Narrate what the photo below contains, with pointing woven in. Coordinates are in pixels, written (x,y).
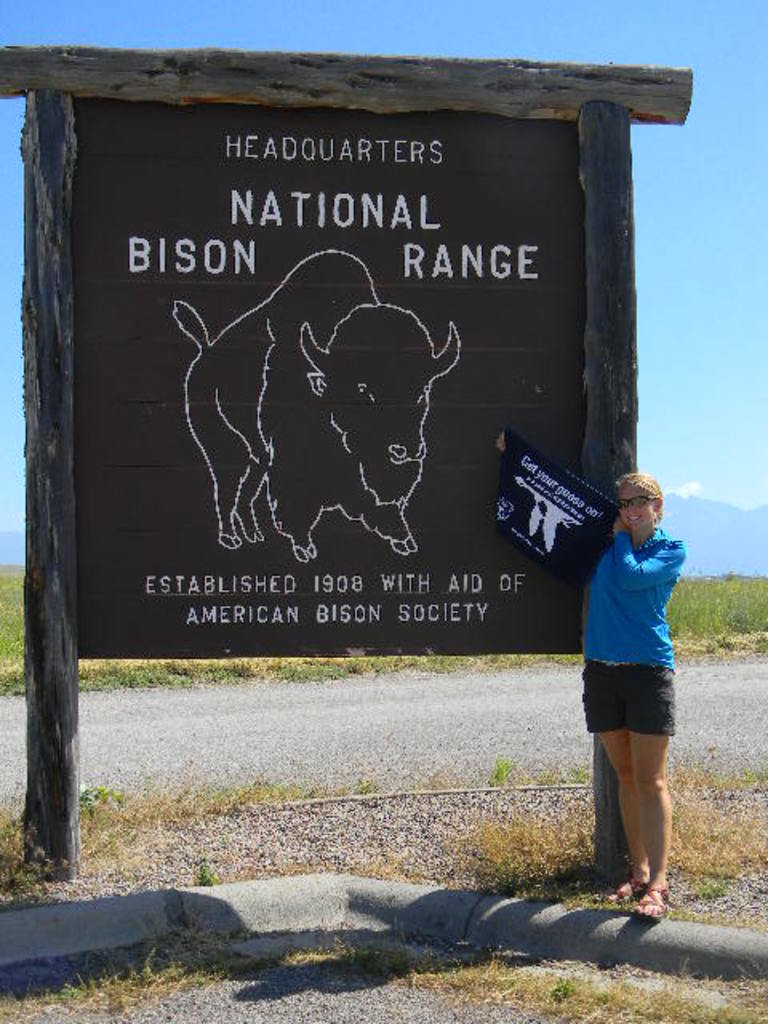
In this image we can see a lady (613,521) holding a cloth (544,501) with some text (553,482) on it, also we can see a board (203,345) with some text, and images (385,336) on it, there are poles (614,798), plants (464,976), grass (582,846), also we can see the sky (685,421).
